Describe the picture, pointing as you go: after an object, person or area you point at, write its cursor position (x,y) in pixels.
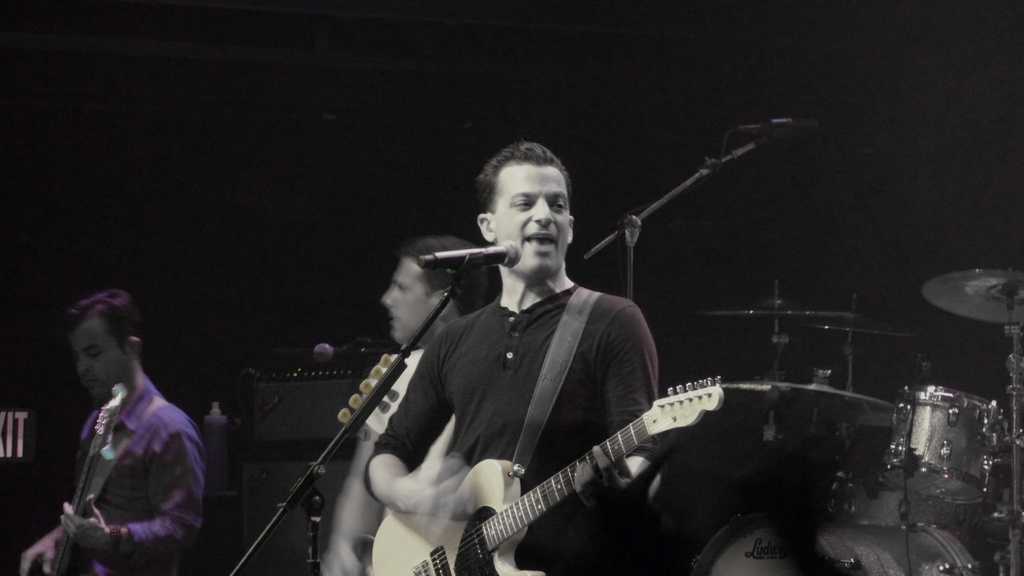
These persons (516,353) are standing and playing musical instruments (476,469) and this person (549,306) singing. There are microphones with stands (631,254). Behind these persons (610,310) we can see musical instrument (933,430).
